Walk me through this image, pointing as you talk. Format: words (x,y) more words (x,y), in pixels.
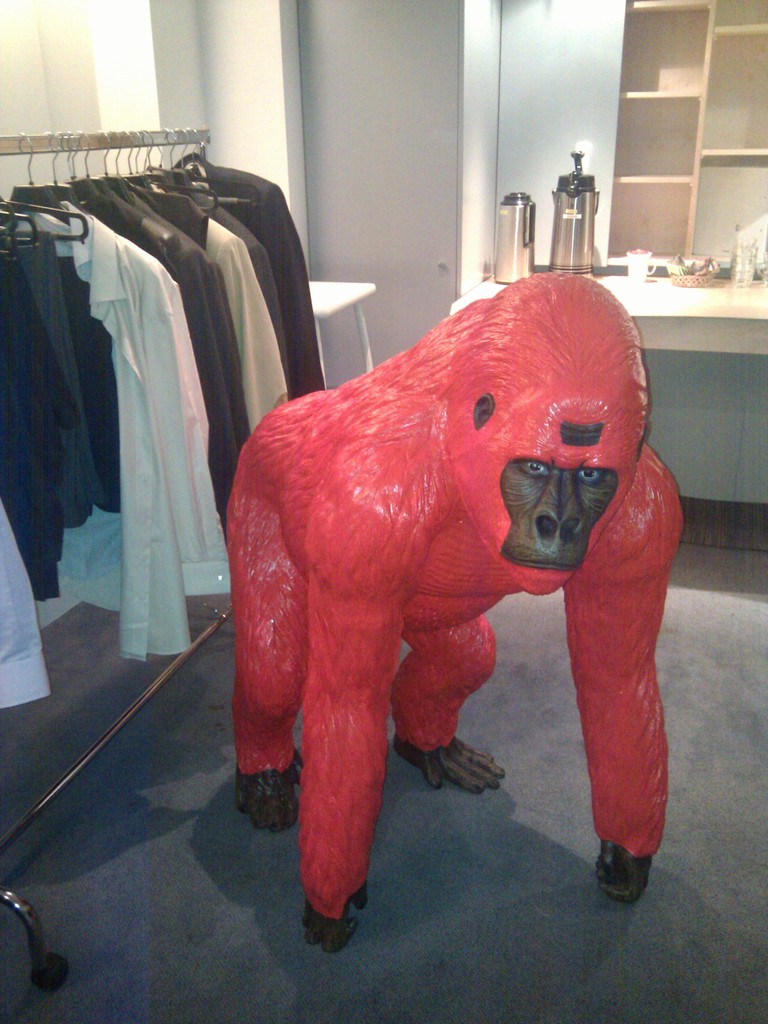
In this image there is a statue (354,475) of the gorilla (503,527) in the middle (437,507). On the left side (146,319) there are clothes (144,341) which are hanged to the pole (126,144). In the background (653,279) there is a desk (701,293) on which there are jars (582,222) and cups (634,255).
